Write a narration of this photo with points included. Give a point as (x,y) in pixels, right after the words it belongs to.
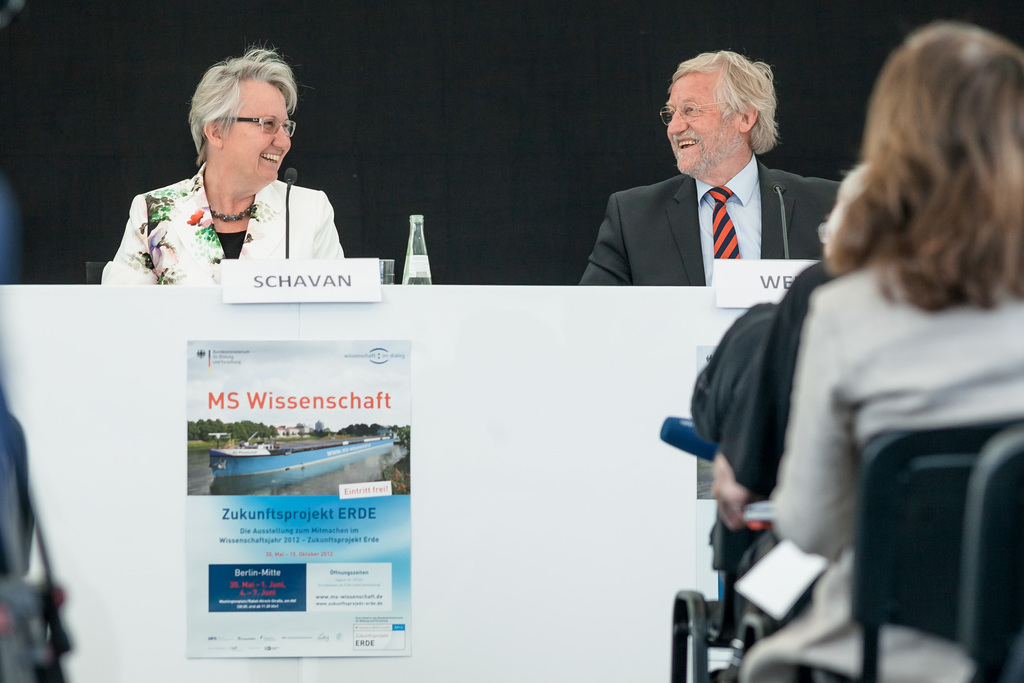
On the left side of the image (10,479) we can see some object (2,489). On the right side of the image (859,444), we can see a few people (908,654) are sitting on the chairs (929,626). In the center of the image (588,271), we can see two persons (226,211) are sitting and they are smiling and they are wearing glasses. In front of them, there is a platform (514,301). On the platform (514,301), we can see one poster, name boards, one bottle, glass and a microphone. On the poster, we can see some text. And we can see the black color background (590,93).
